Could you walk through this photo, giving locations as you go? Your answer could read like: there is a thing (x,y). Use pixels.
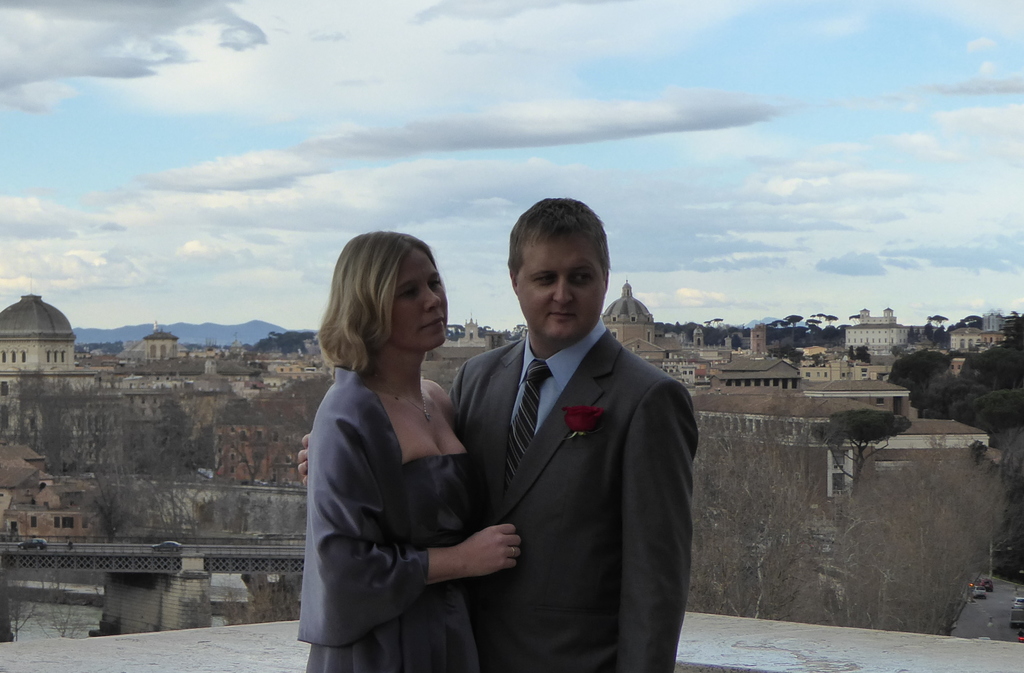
In this picture, we can see two persons (553,542), a few buildings (14,458), bridge (280,568), water (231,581), trees (986,559), hills (255,333) and the sky (227,321) with clouds (299,166).
